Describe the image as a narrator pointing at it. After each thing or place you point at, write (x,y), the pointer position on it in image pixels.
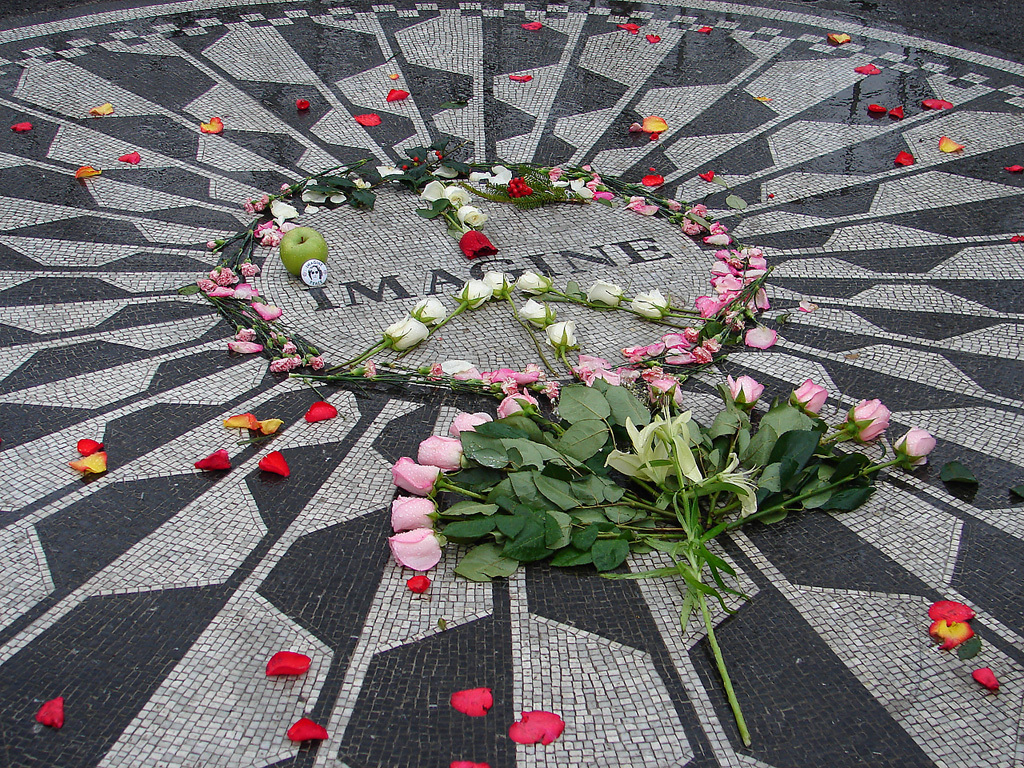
In this image there is a green apple (296,242), badge (312,268), red, white and pink roses (418,214) and flower petals (984,682) on the floor (207,367).
